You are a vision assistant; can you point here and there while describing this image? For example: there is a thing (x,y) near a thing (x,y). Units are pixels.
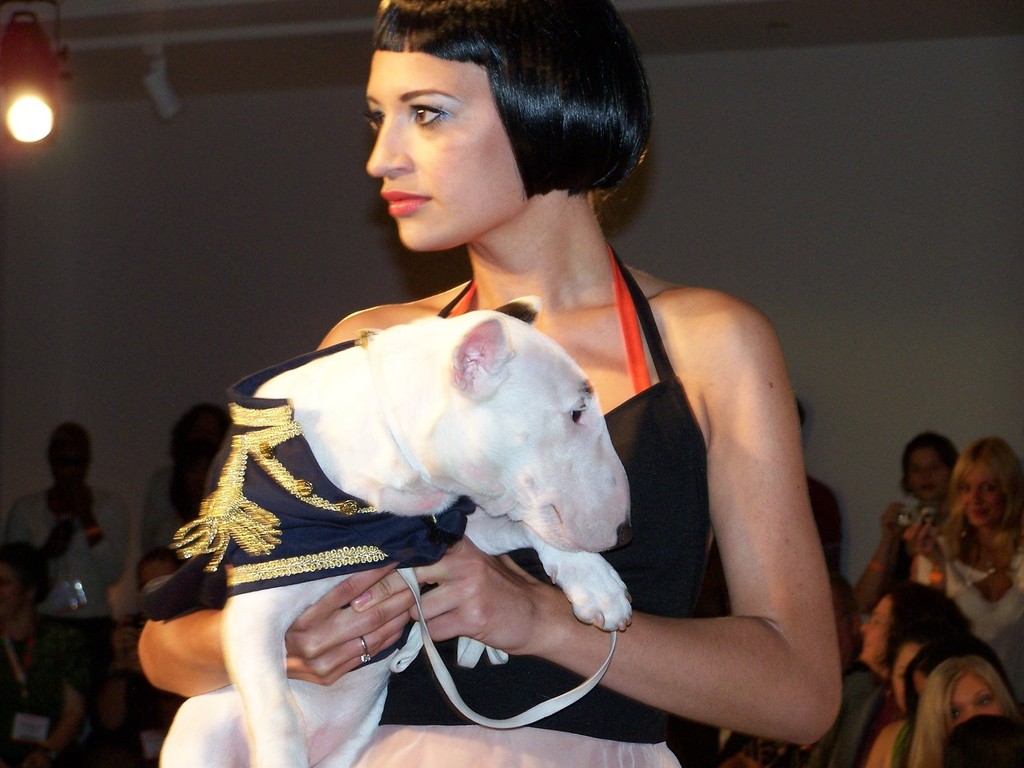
This picture shows a woman (684,563) Standing and holding a animal (228,629) in hand (318,681) and we see few people (957,506) seated and watching her
